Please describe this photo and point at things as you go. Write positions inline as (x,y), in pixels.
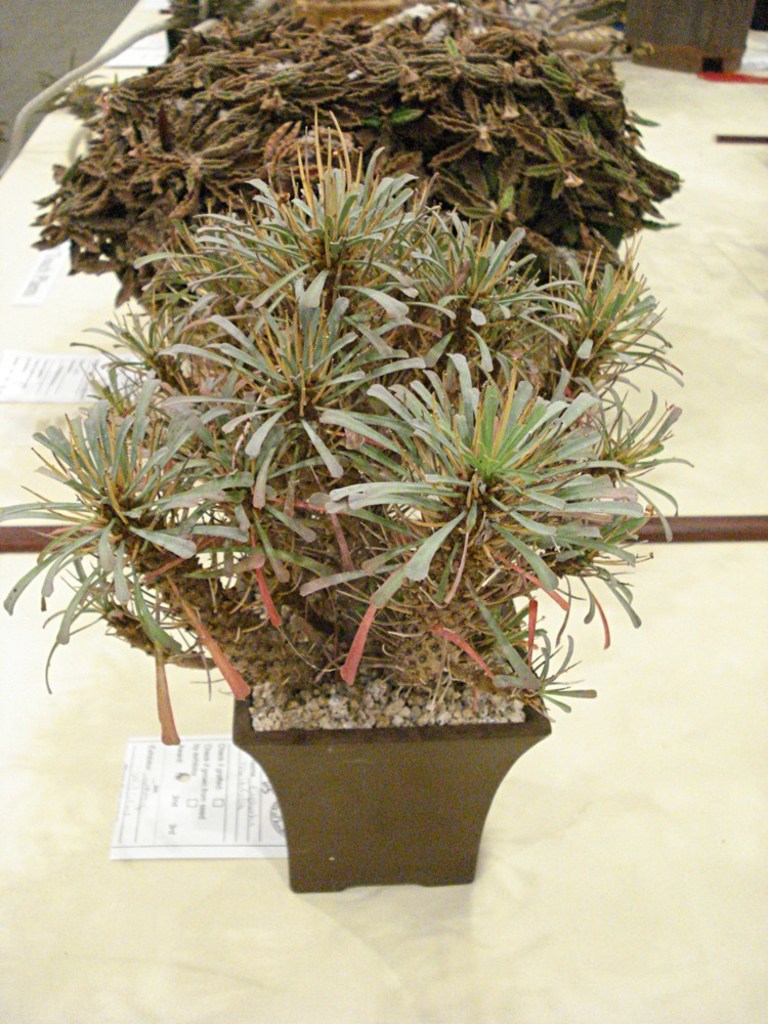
In this image, there are a few plants (410,276). Among them, we can see a plant (542,691) in a pot (320,748). We can see some stones (461,717). There are a few tables (728,555) with objects (221,827) like posters (229,843) with text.
